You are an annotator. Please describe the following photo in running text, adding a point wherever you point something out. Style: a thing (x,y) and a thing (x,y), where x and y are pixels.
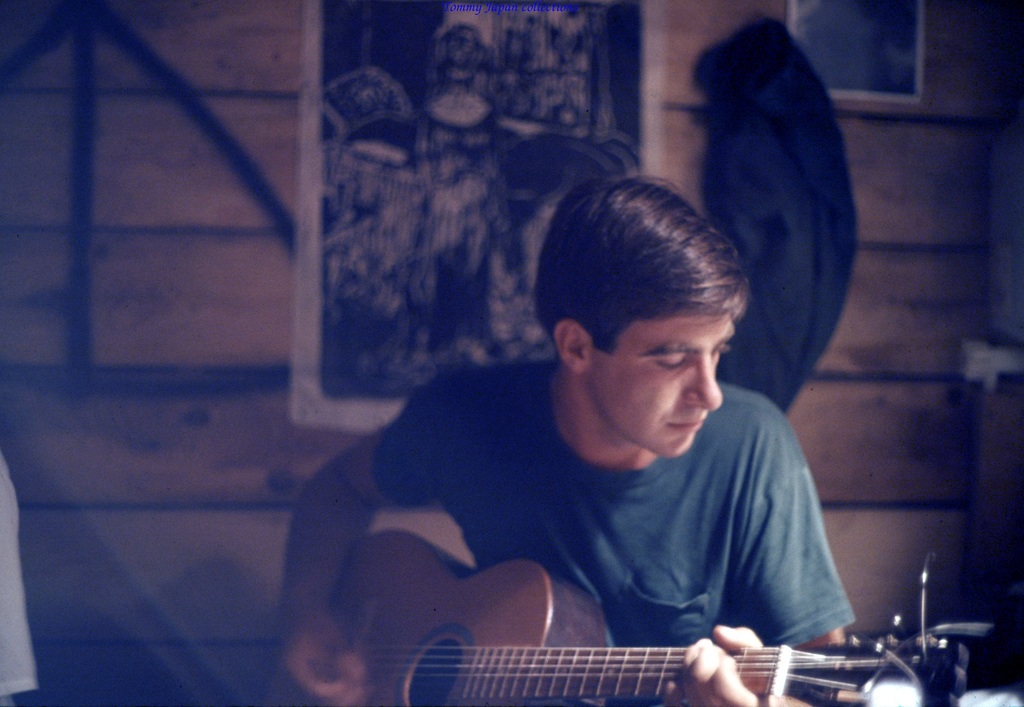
In this image there is a man (702,594) who is playing the guitar (413,677). At the back side (336,300) there is a wall (202,126) and a poster (419,134) on it.
